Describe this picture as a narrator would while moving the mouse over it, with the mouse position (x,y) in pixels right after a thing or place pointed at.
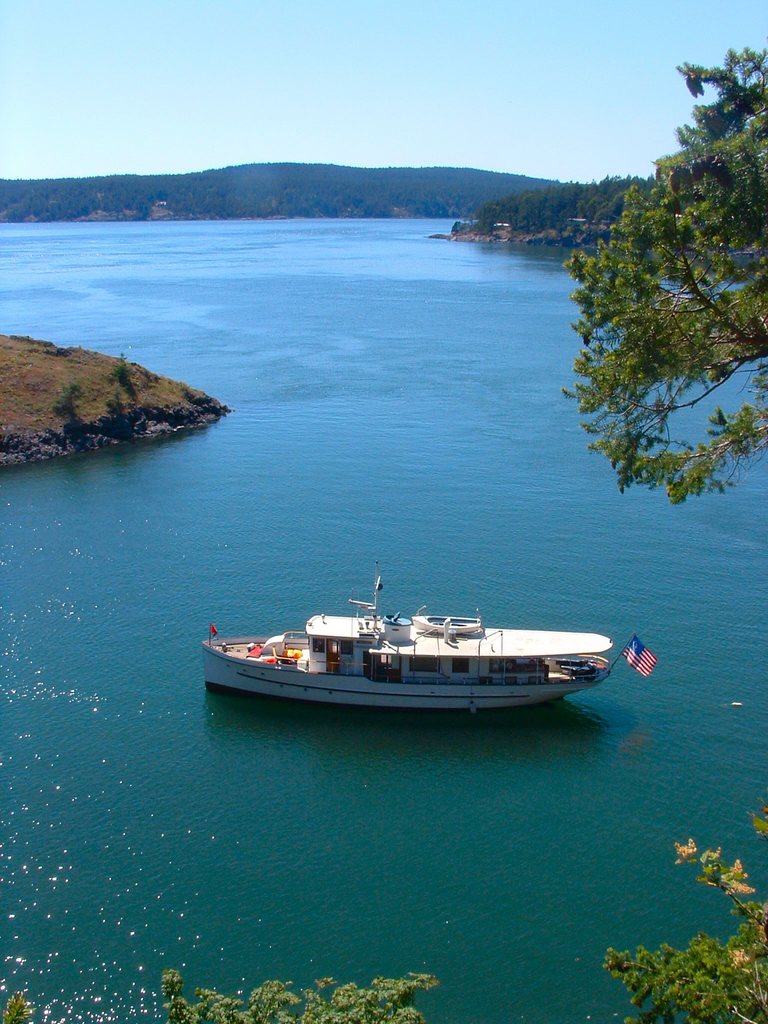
In the center of the image (390,487), we can see a boat (402,704) on the water (475,813) and in the background (79,409), there are trees (352,199) and hills (312,216).
